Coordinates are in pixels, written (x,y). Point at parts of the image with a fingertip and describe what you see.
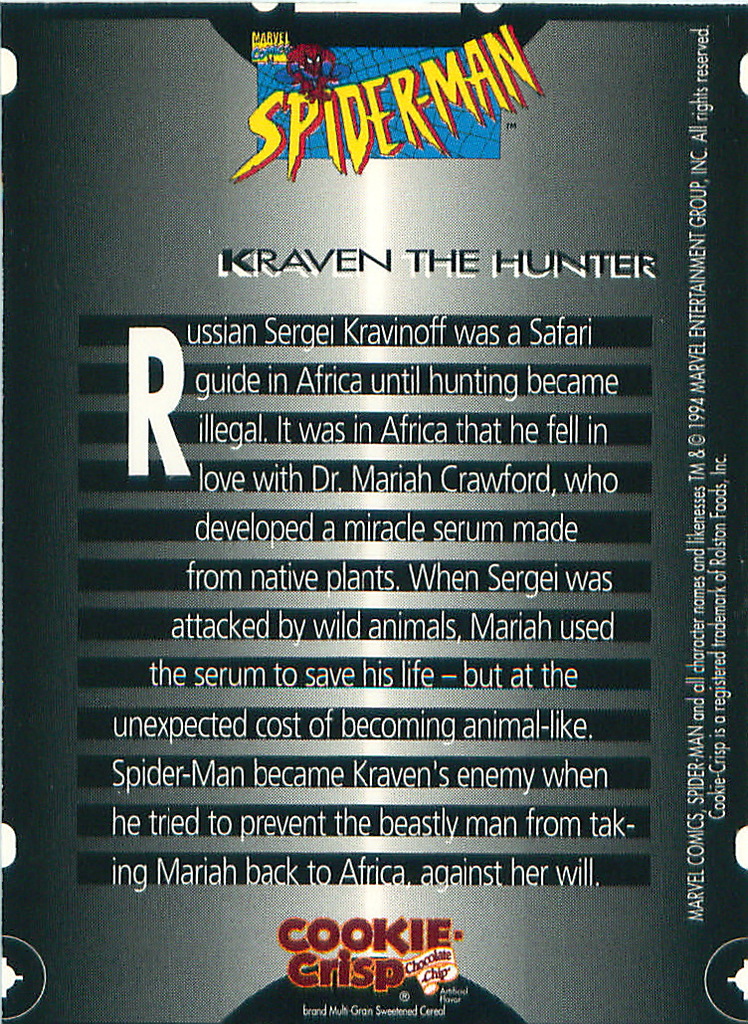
In this image we can see a poster (142,224) which is in black color on which we can see some edited text (297,504) and logos (407,129).
